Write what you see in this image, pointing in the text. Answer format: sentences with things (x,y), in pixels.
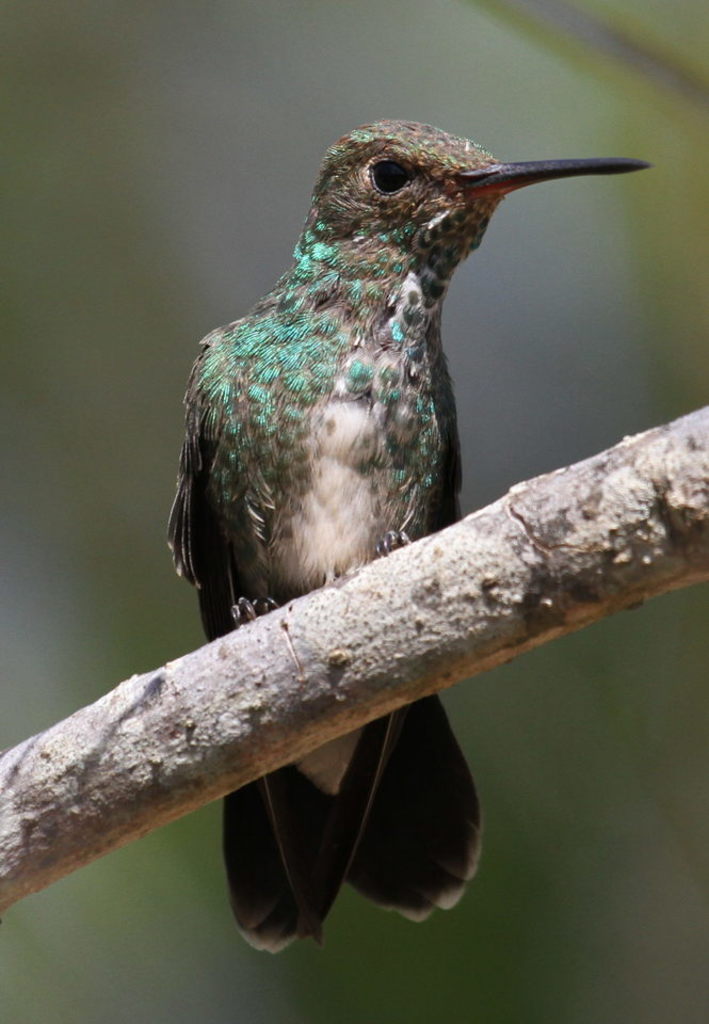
In this picture I can see a wooden stick (354,705), on which there is a bird (296,390) which is of white, brown and blue color. I see that it is blurred in the background (535,986).
